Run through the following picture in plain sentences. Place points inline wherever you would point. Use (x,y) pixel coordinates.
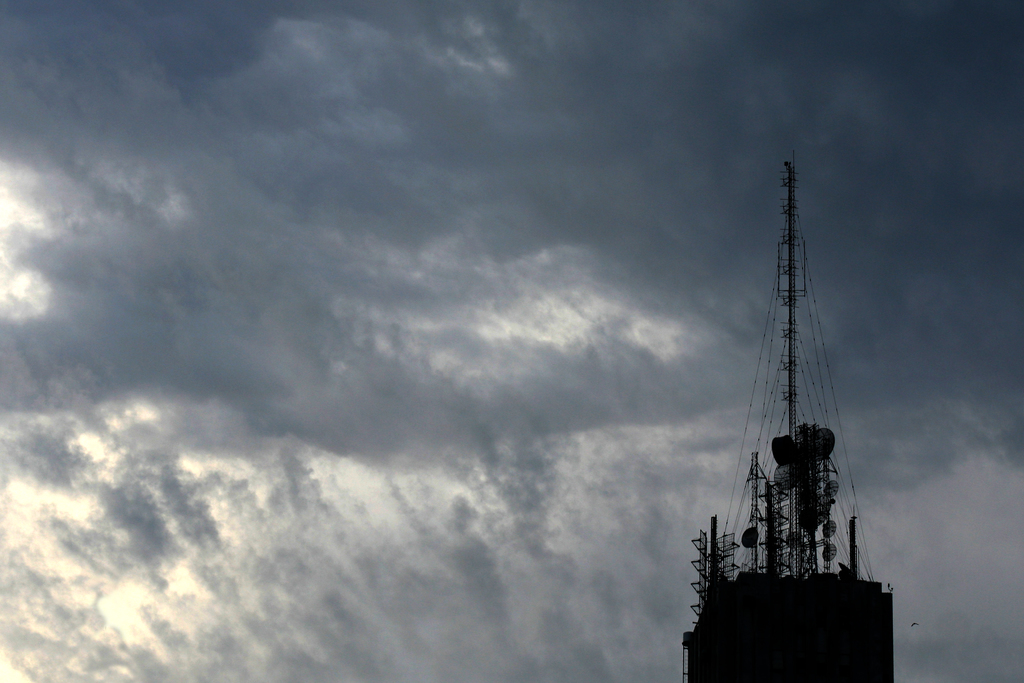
In this picture I can see towers (803,423), and in the background (782,367) there is the sky (459,388).
